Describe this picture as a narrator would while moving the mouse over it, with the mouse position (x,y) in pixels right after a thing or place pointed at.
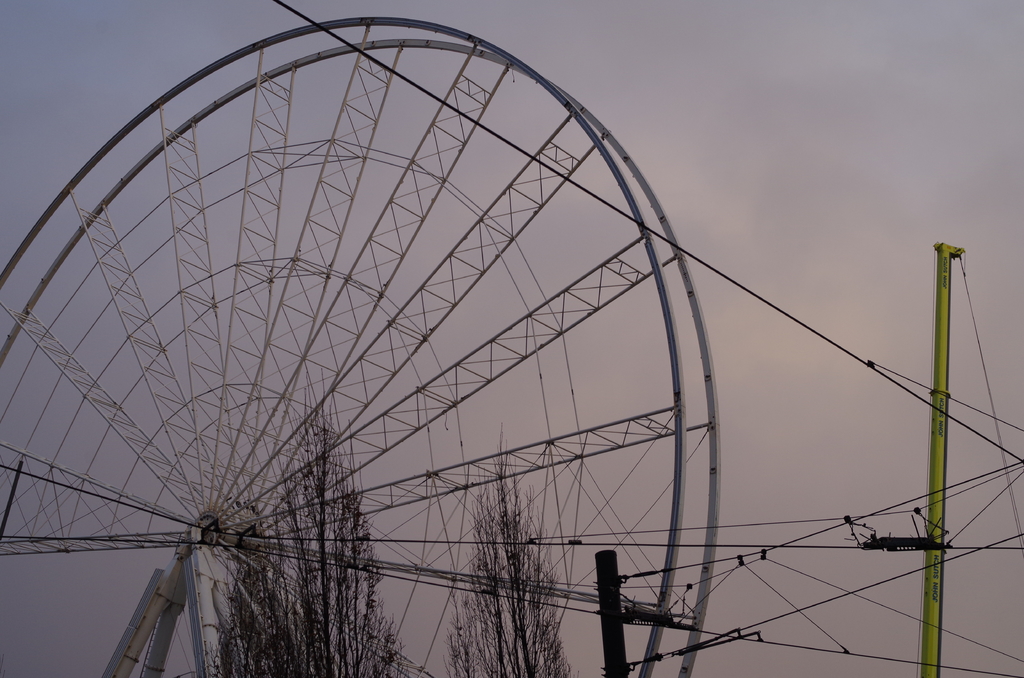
This image is taken outdoors. In the background (852,141) there is the sky (877,164) with clouds (340,29). On the left side of the image (198,519) there is a giant wheel (191,122) with many Iron bars (167,166). In the middle of the image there are two trees (324,588). On the right side of the image (939,519) there is a pole (925,572) with many wires (938,491).
